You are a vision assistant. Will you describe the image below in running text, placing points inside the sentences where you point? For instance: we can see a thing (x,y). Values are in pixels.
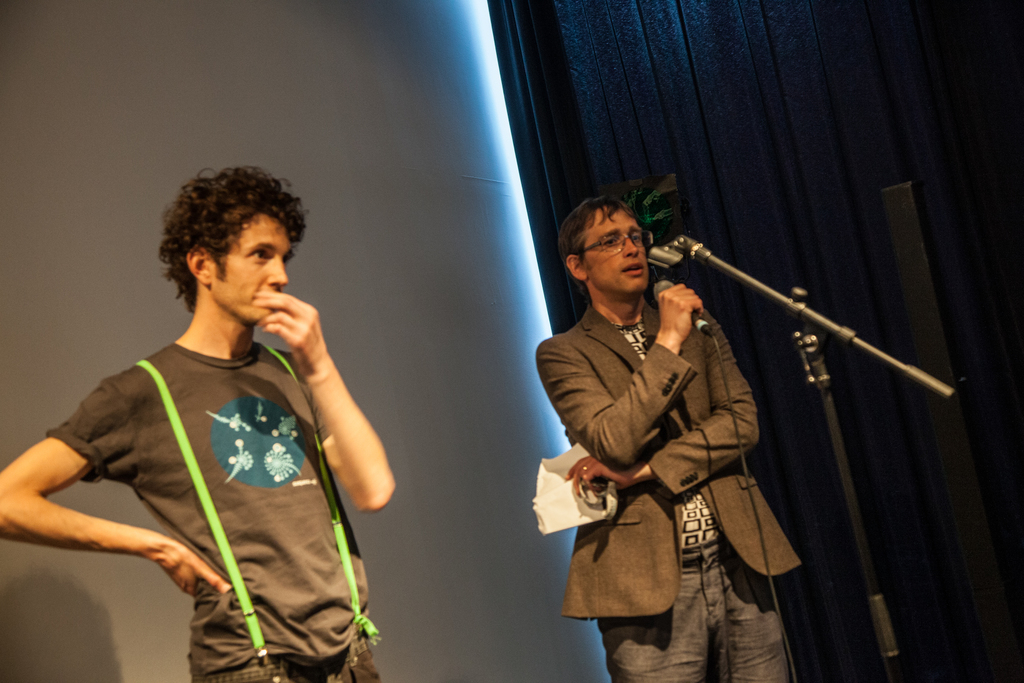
This picture is clicked inside the room (414,397). Here, we see two men (203,496) standing. Man (760,552) on the right corner of the picture (721,516) is holding microphone (699,329) in his hand (664,323) and he is talking on it. Behind them, we see a white wall (378,137) and beside him, we see a curtain (781,104) in blue color.
